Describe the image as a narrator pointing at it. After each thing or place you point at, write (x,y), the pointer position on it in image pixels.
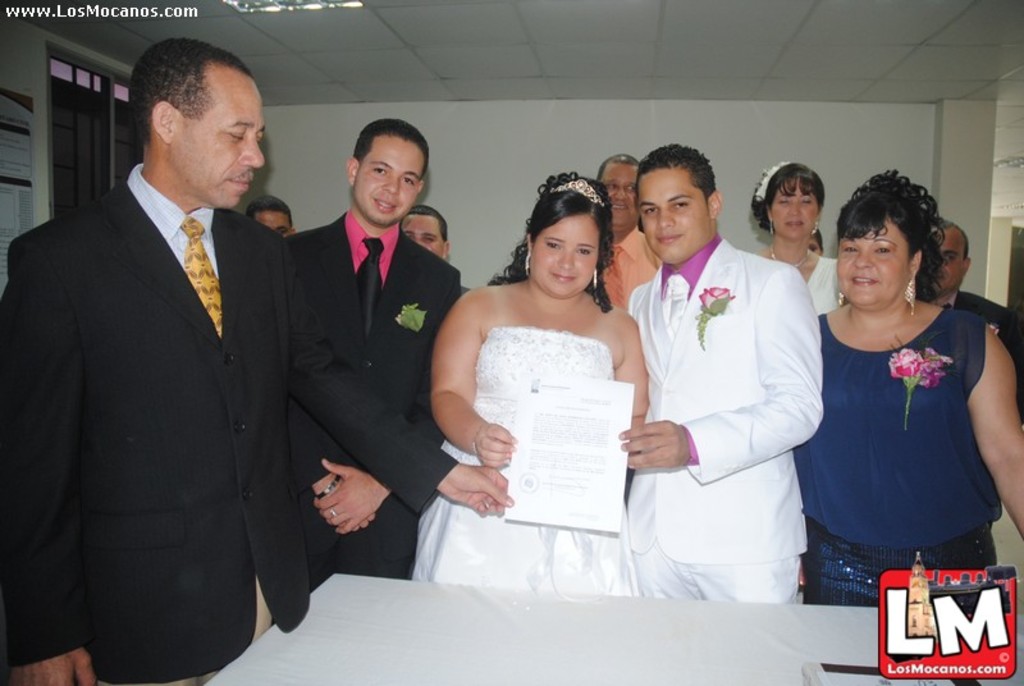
In the center of the image (474,457) we can see many persons (313,499) standing at the table (634,634). In the background (614,116) we can see persons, wall (603,135), window (126,124) and light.
